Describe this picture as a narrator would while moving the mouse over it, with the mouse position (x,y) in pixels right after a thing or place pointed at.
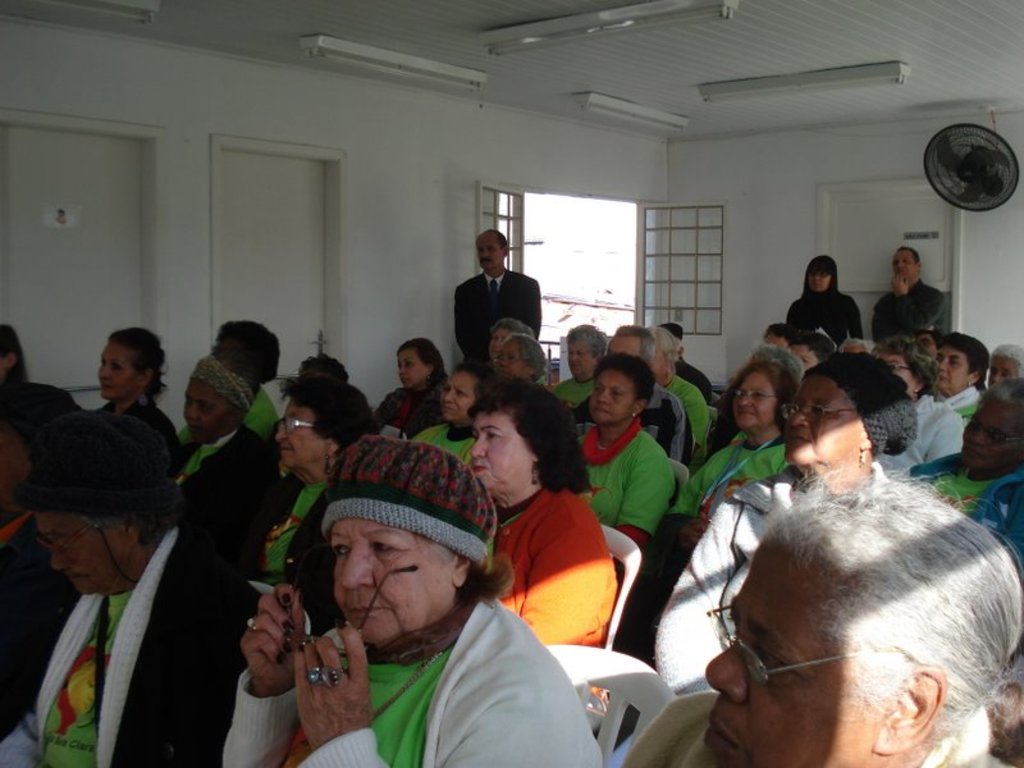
In this image there are many people (204,478) sitting on chairs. In the background (459,321) three people (497,311) are standing. This is the door (680,252). On the ceiling (770,66) there are lights (807,90). Here there is a fan (950,176).
